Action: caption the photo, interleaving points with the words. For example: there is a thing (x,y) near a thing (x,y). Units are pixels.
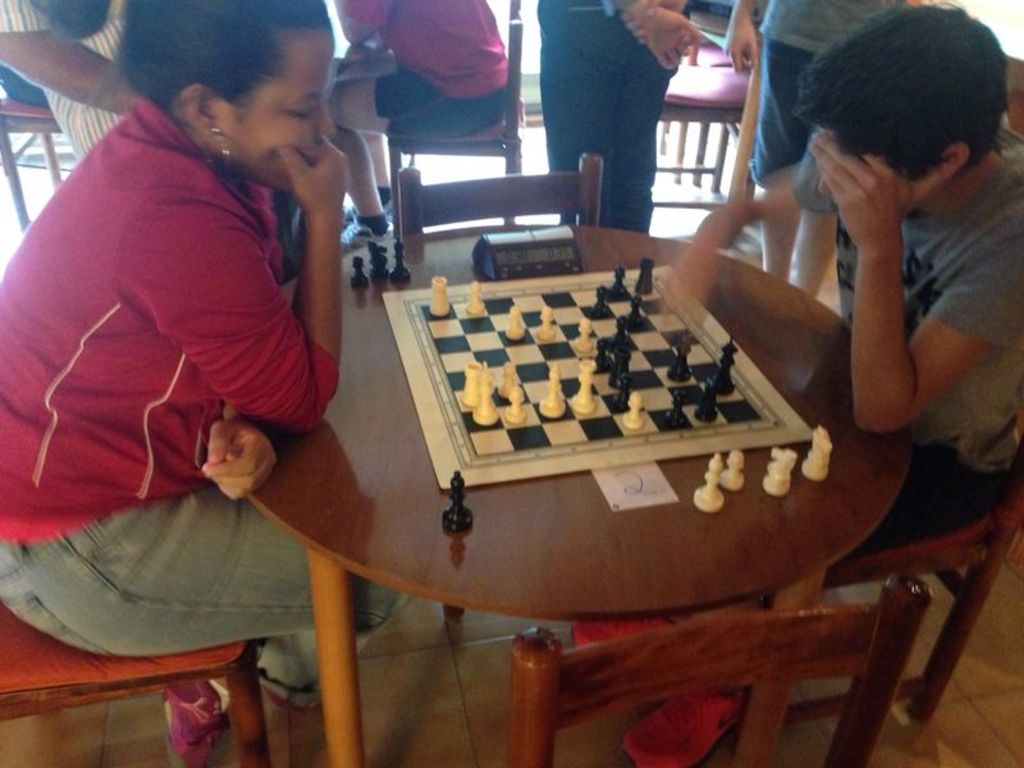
In this image I see 2 persons (33,233) who are sitting on the chair (12,690) and there is a table (358,294) in front (367,285) and there are chess coins (443,283) and the board (669,304). In the background (9,172) I see few people (382,156) and chairs (469,151).
